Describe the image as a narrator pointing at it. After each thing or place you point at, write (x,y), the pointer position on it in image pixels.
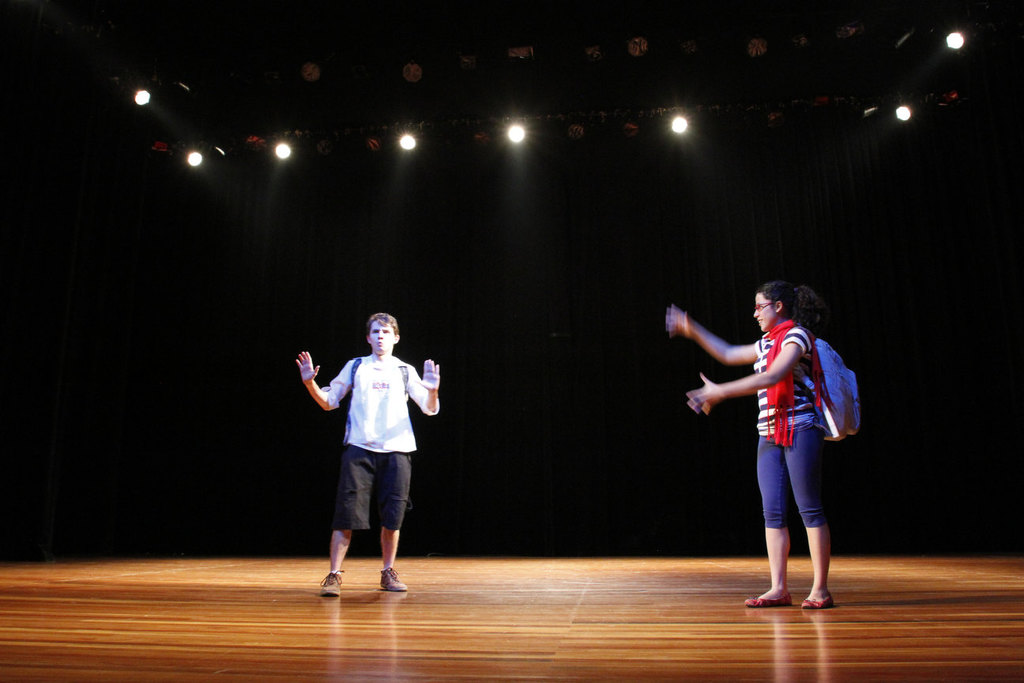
In this image we can see there are two people (712,391) standing on the stage (721,573) and wearing a bag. And at the top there are lights (249,141) and it looks like a dark background (408,88).
